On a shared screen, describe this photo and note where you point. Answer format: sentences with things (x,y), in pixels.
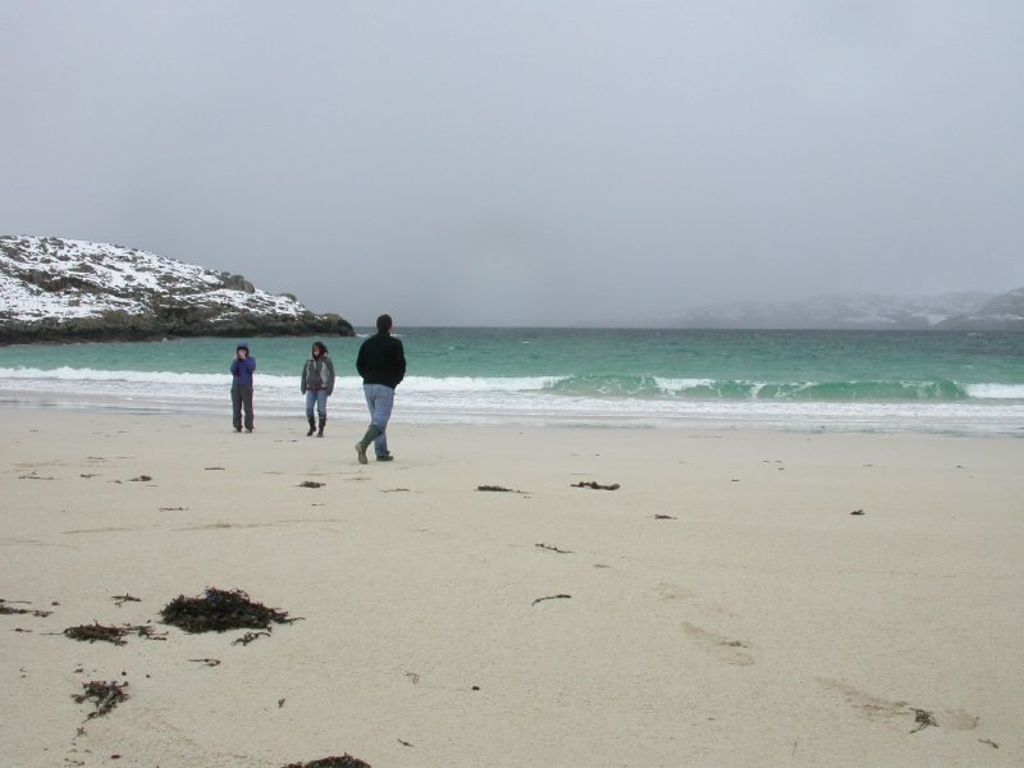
This picture is taken on the seashore (878,420). In this image, on the left side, we can see a man (401,372) walking on the sand (391,445). On the left side (248,369), we can also see two people (308,393) standing on the sand (295,529). On the left side (147,273), we can see some rocks (114,280). In the background (958,311), we can see some mountains (780,326). At the top (687,44), we can see a sky (530,78) which is cloudy, at the bottom (653,716), we can see a water (789,381) in a sea (820,379) and a sand (352,558).
